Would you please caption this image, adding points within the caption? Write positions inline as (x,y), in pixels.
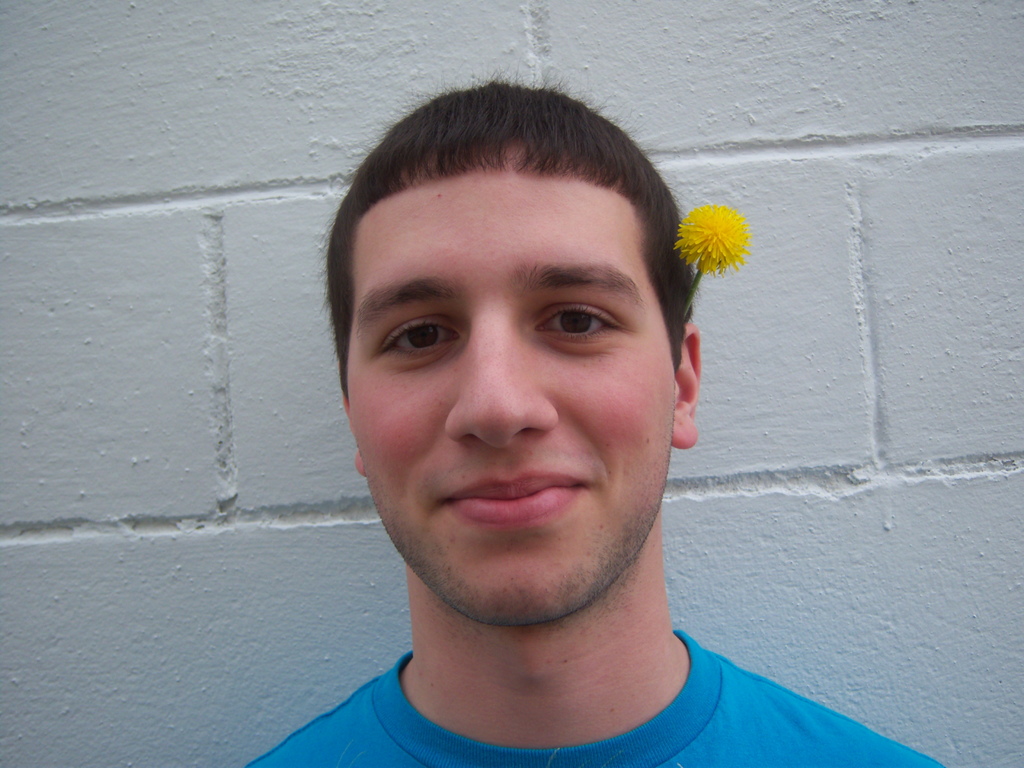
In the image there is a man (525,501) smiling. And there is a flower (691,253) on his ear (684,351). Behind him there is a wall (214,371).
